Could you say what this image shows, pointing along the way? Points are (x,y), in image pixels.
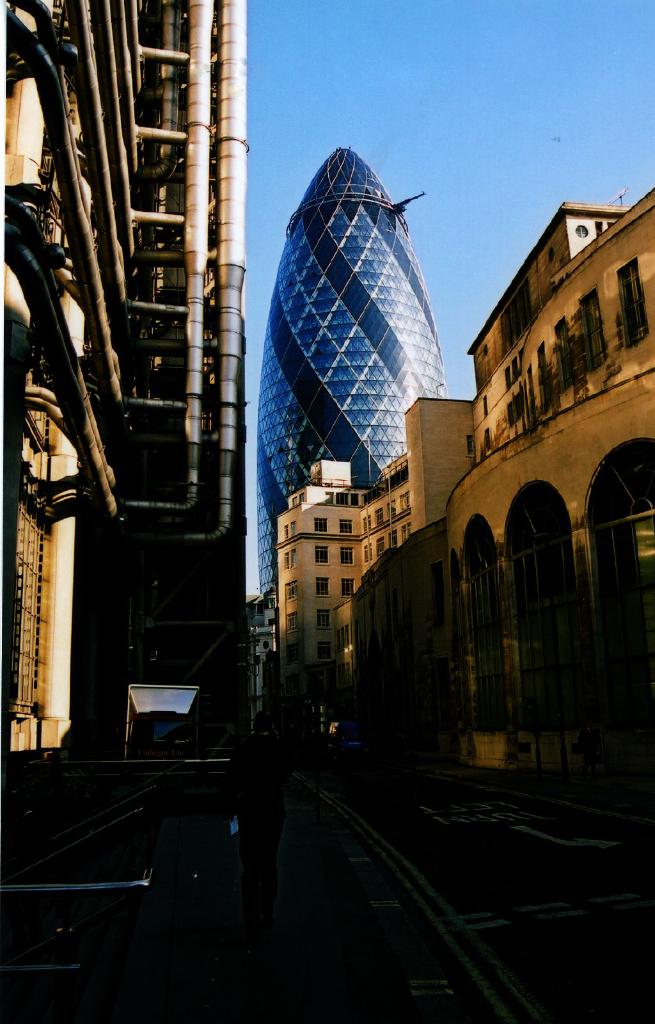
In this image there is the sky (489,99), there are buildings (386,314), there is a building (547,348) truncated towards the right of the image (557,356), there is the road (426,862), there is a person (245,775) walking on the road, there is a person (247,828) holding an object (233,825), there is a building (144,557) truncated towards the left of the image (49,464), there is an object (80,890) truncated towards the left of the image (49,888), there are pipes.
